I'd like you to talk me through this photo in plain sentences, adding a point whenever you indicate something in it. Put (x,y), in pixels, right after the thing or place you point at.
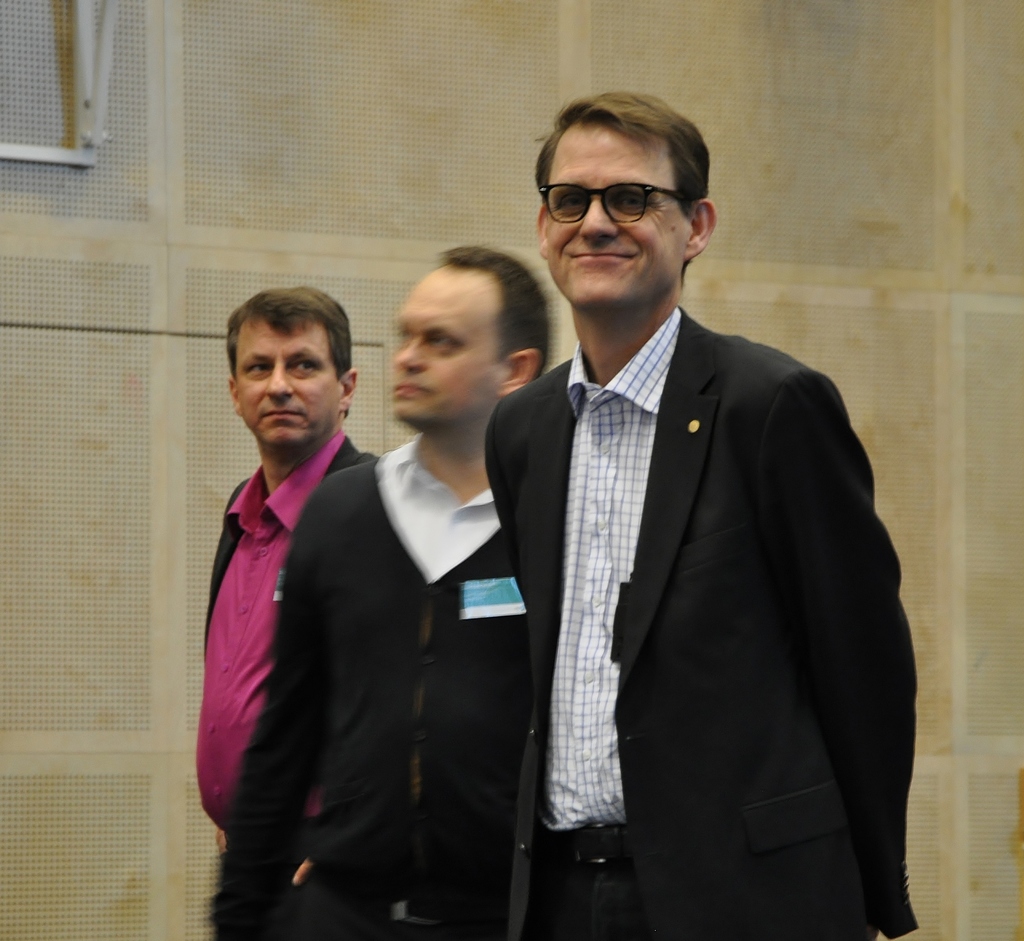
This is a real image. In this image, in the middle (549,496), we can see three men (767,671) are standing. In the background (230,42), we can see a beige color wall (783,98).
